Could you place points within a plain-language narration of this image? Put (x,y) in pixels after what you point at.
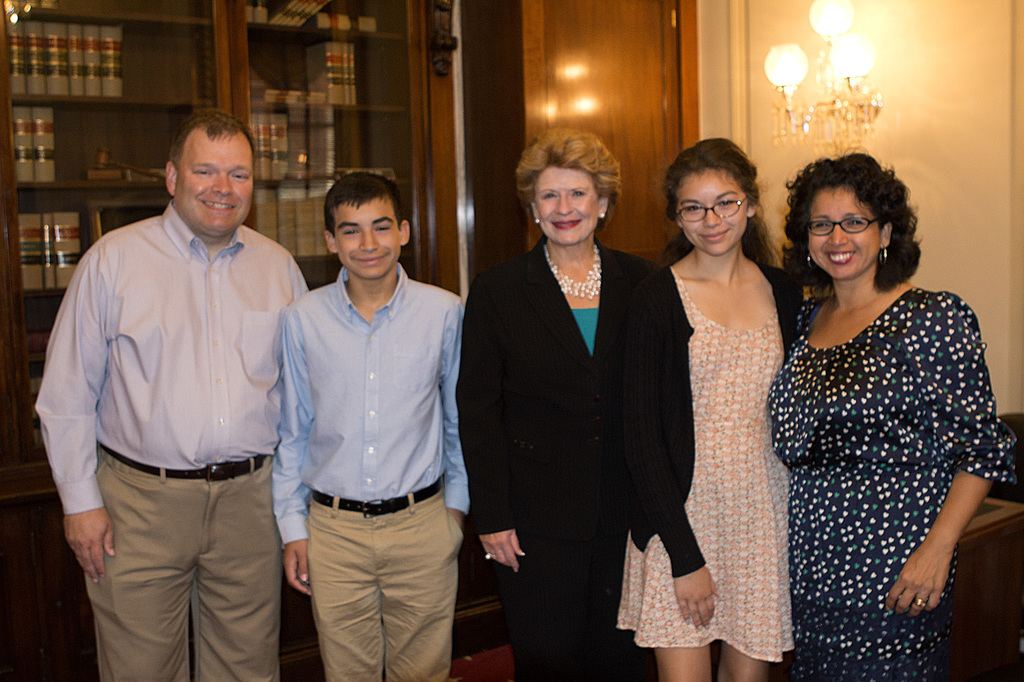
In this picture we can see five persons (814,338) are standing and smiling, on the left side (275,193) there are racks (157,95), we can see some books (107,66) on these racks (179,88), on the right side (1001,107) there is a wall (1001,107), in the background (859,69) we can see lights (827,40).
